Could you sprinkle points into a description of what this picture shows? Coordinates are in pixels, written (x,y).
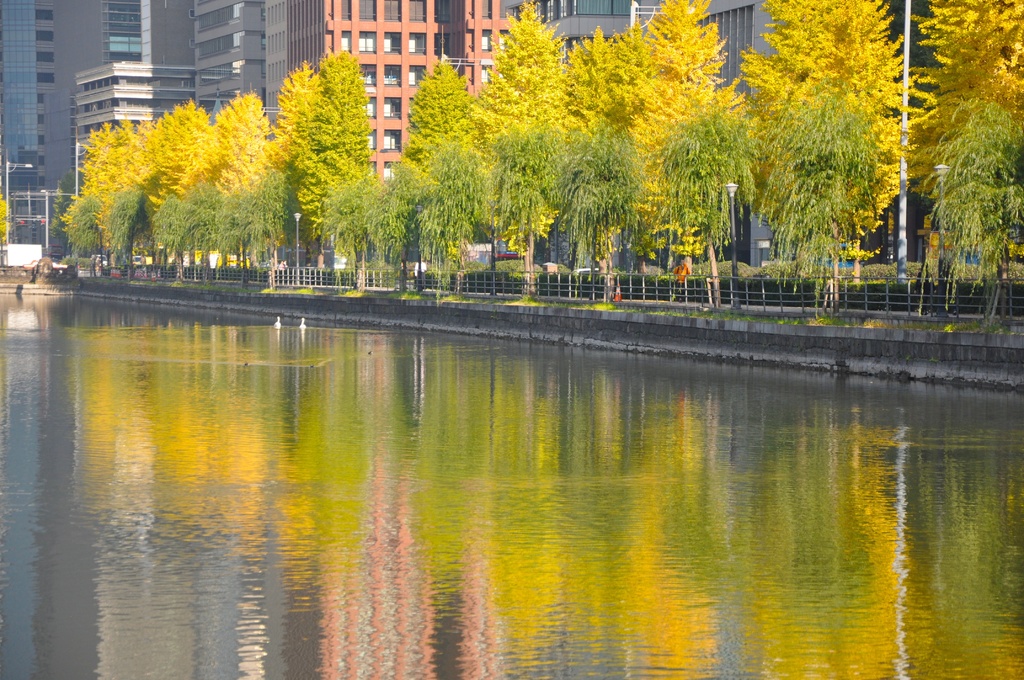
In the image we can see the buildings (229,63) and the windows (490,40) of the buildings (341,27). There are even trees (544,169), poles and the fence (647,288). Here we can see the water (131,311), grass (750,316) and the path (893,314).
